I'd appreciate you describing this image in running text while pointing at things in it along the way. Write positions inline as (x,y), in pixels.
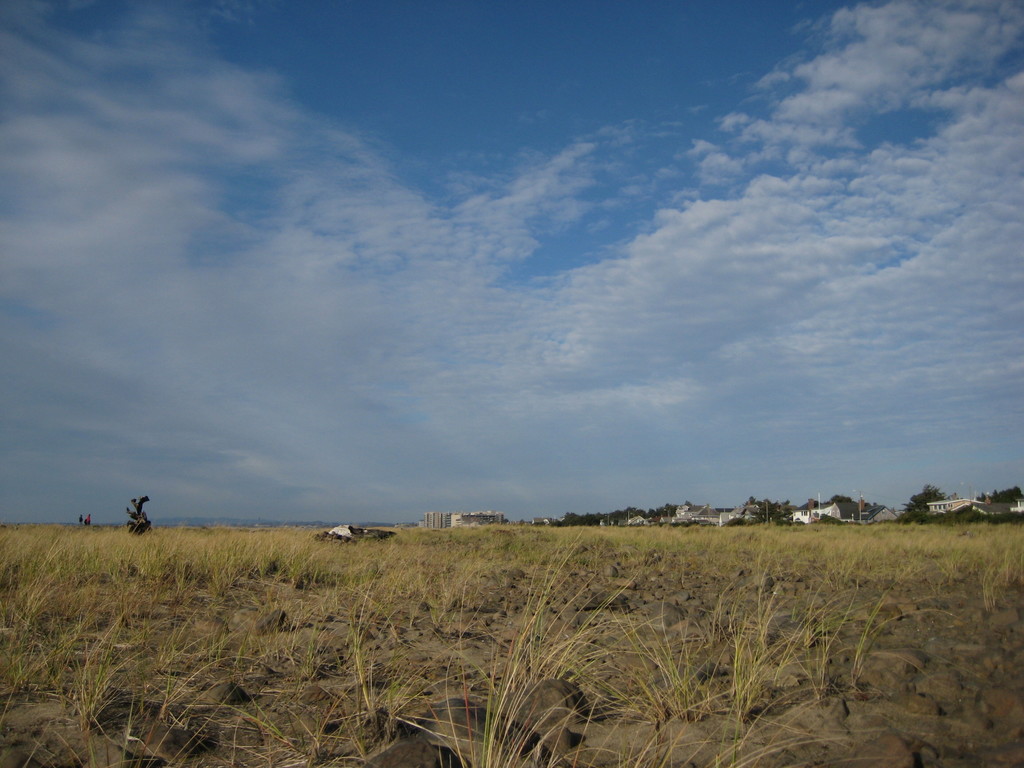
In this image at the bottom (484,646) there is grass (651,543) and in the background (493,525) there are some trees (834,500) buildings (952,508) and poles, on the top of the image (506,140) there is sky (338,454).
